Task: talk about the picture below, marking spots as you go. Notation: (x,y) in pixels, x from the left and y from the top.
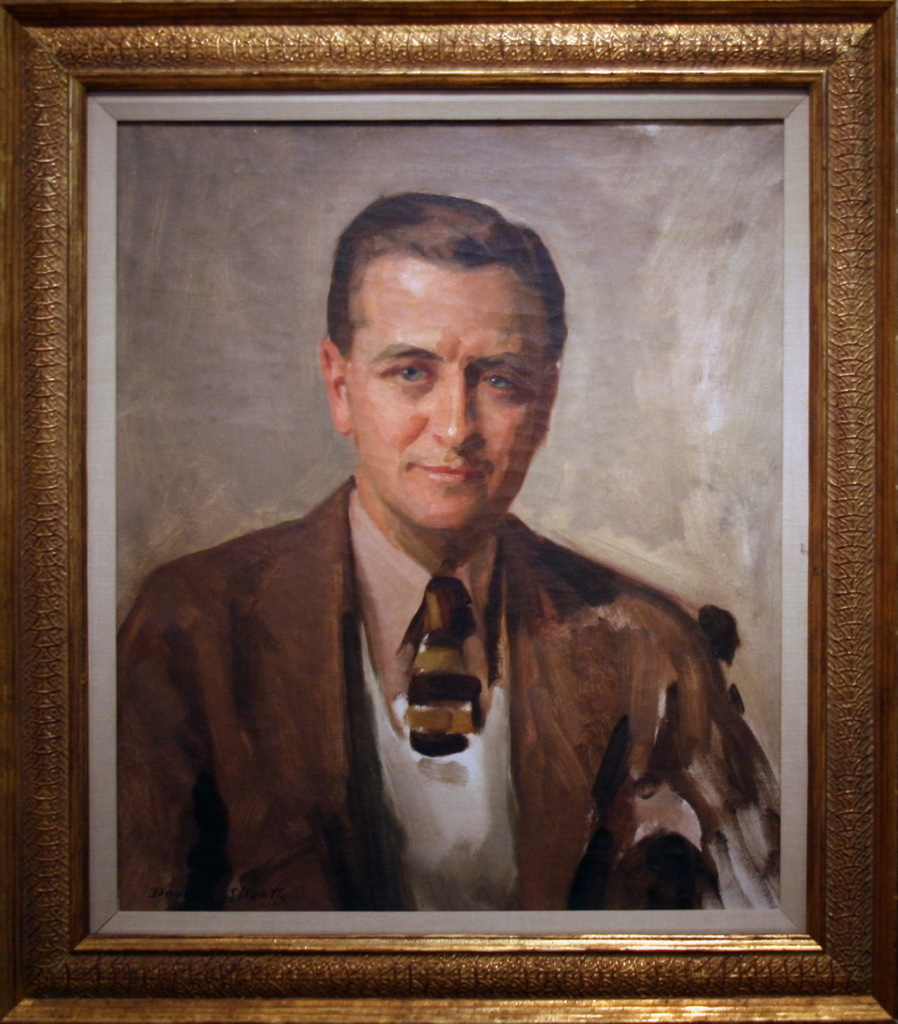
This looks like a photo frame (67,362). I can see the painting (285,677) of the man (573,676) smiling. This is the golden color frame (629,44).
